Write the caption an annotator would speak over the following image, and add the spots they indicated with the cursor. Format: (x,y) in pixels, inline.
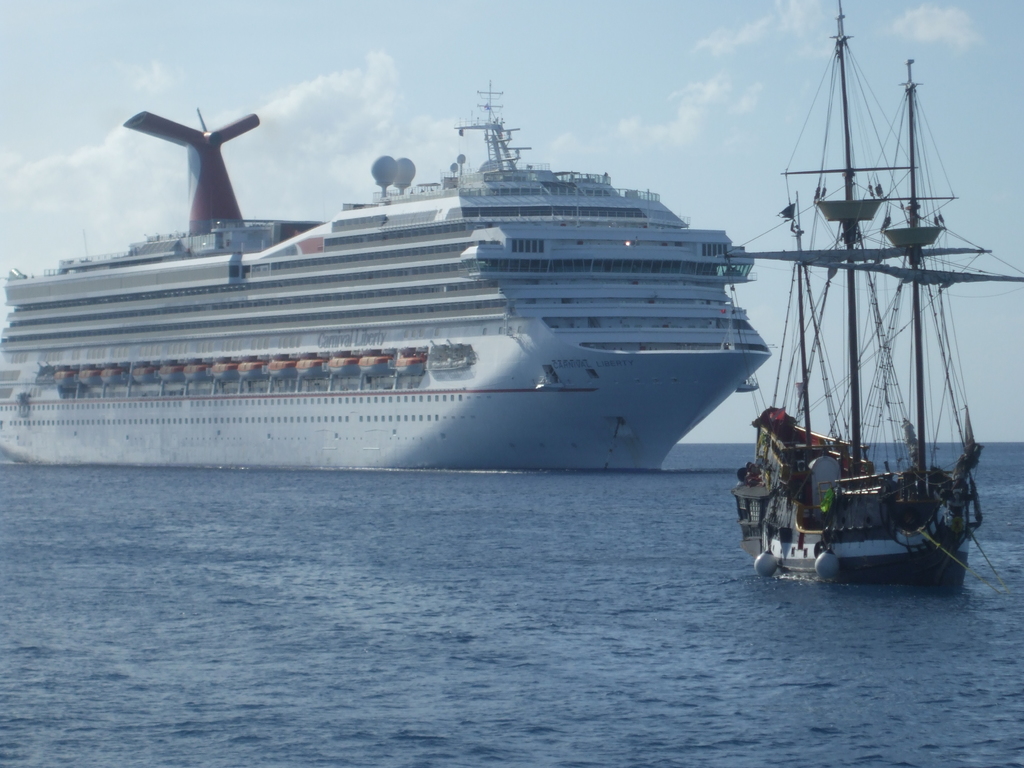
In this image there is a ship (316,374) in the water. On the right side (856,464) there is a boat (825,473) in which there are poles (802,314) to which there are tapes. At the top (572,82) there is the sky (572,82). In the ship (298,283) there is a building (389,269) with the rooms (365,268).
